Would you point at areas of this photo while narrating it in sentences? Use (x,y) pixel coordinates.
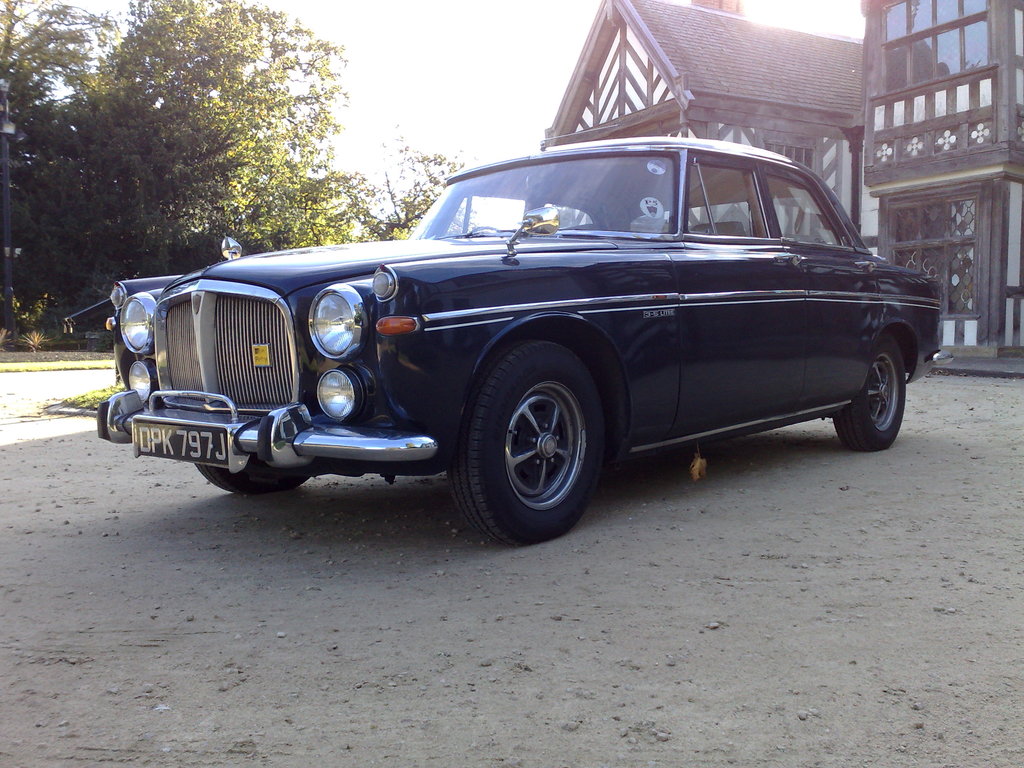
In this picture we can observe a car (498,430) on the land (404,597) which is in black color. On the right side (826,126) there are houses (875,144). We can observe trees (82,163) on the left side (160,214). In the background (372,111) there is a sky (438,93).
